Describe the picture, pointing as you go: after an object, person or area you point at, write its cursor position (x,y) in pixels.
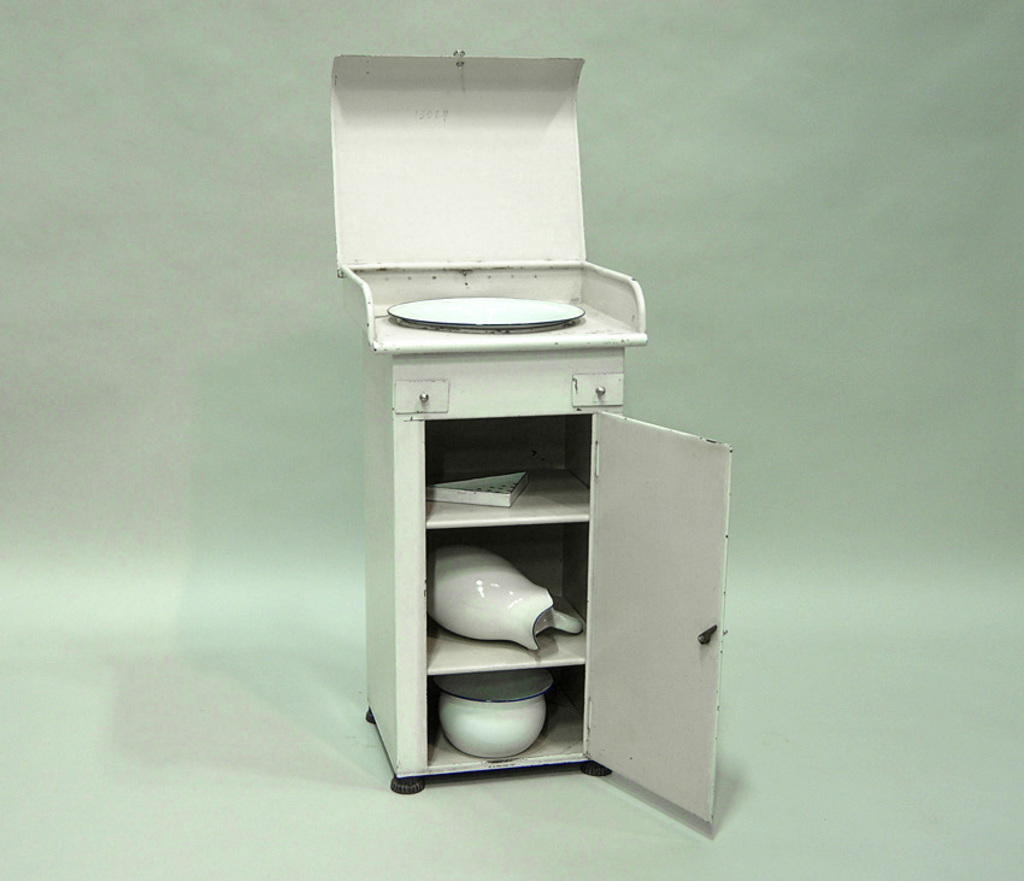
In this image in the center (439,401) there is one cupboard (575,544), in that cupboard (566,694) there is one pot (487,710) and one vessel (477,600) and on the cupboard (402,358) there is one plate (468,322).
